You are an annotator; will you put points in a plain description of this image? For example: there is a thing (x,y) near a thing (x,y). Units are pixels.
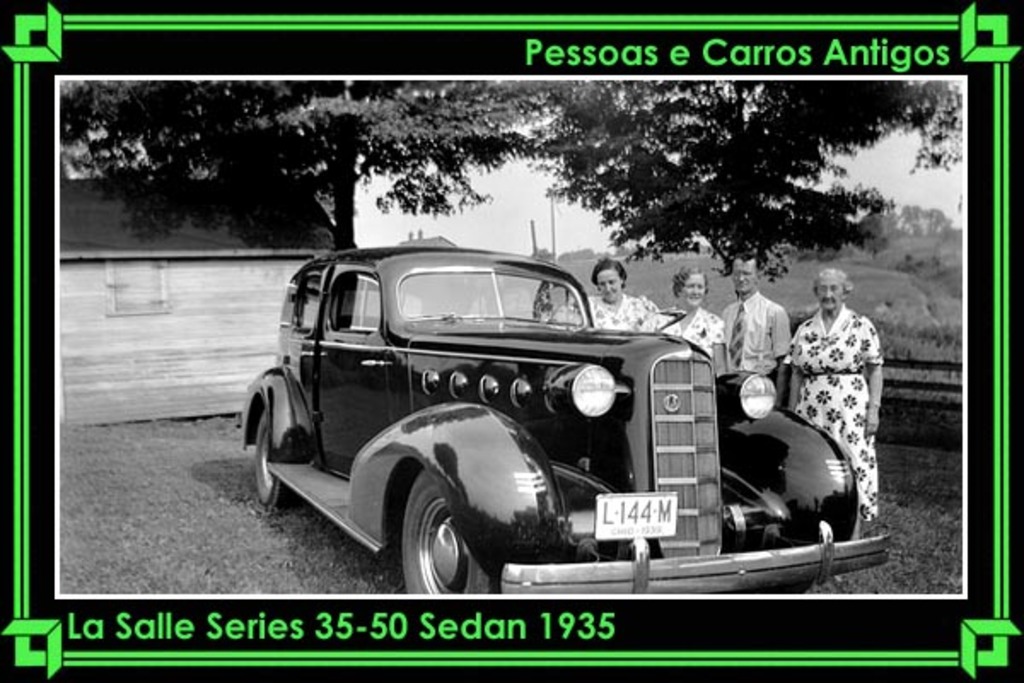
This picture might be a photo frame (472,623). This is a black and white image. In this image, on the right side (697,310), we can see four people (813,320) are standing on the grass (898,503) behind the car (509,534) and the car (460,485) is in the middle (589,453). In the background (860,225), we can see some trees (844,225), plants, pole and a wood wall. At the top (501,183), we can see a sky (527,193), at the bottom (240,552), we can see a grass (193,573) and a land (218,582).
